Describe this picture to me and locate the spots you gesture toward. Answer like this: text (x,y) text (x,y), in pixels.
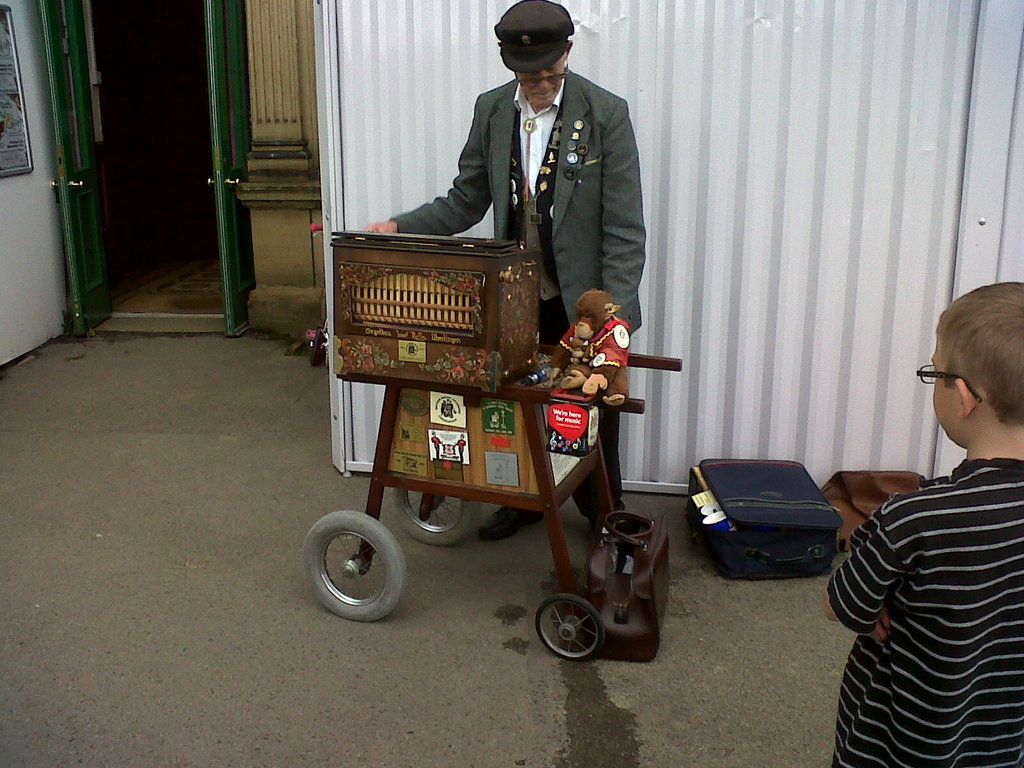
In this picture I can observe a vehicle (479,484) in the middle of the picture (433,472). It is looking like a trolley (493,488). Beside this trolley (503,319) I can observe a person (540,237) standing, wearing a coat (573,123) and cap (540,45) on his head (543,93). On the right side (871,543) I can observe a boy (925,596) standing on the floor (680,693). On the left side (231,68) I can observe green color doors (244,207).
